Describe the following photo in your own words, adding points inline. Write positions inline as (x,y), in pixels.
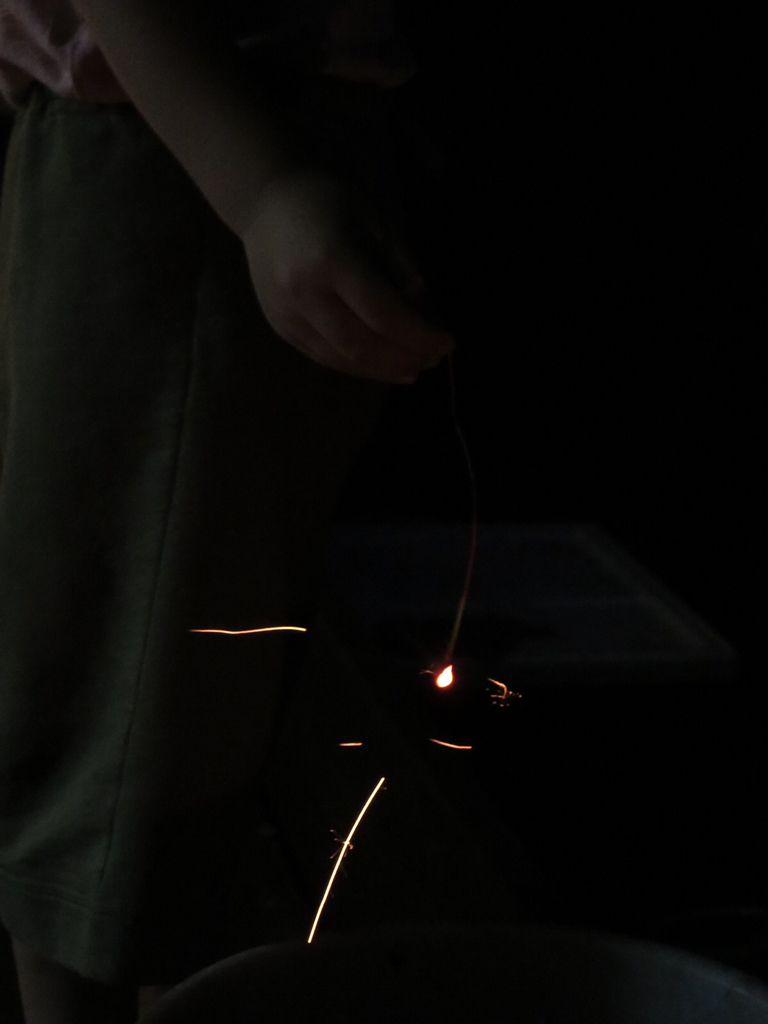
In this image we can see a person (95,17) holding an object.
